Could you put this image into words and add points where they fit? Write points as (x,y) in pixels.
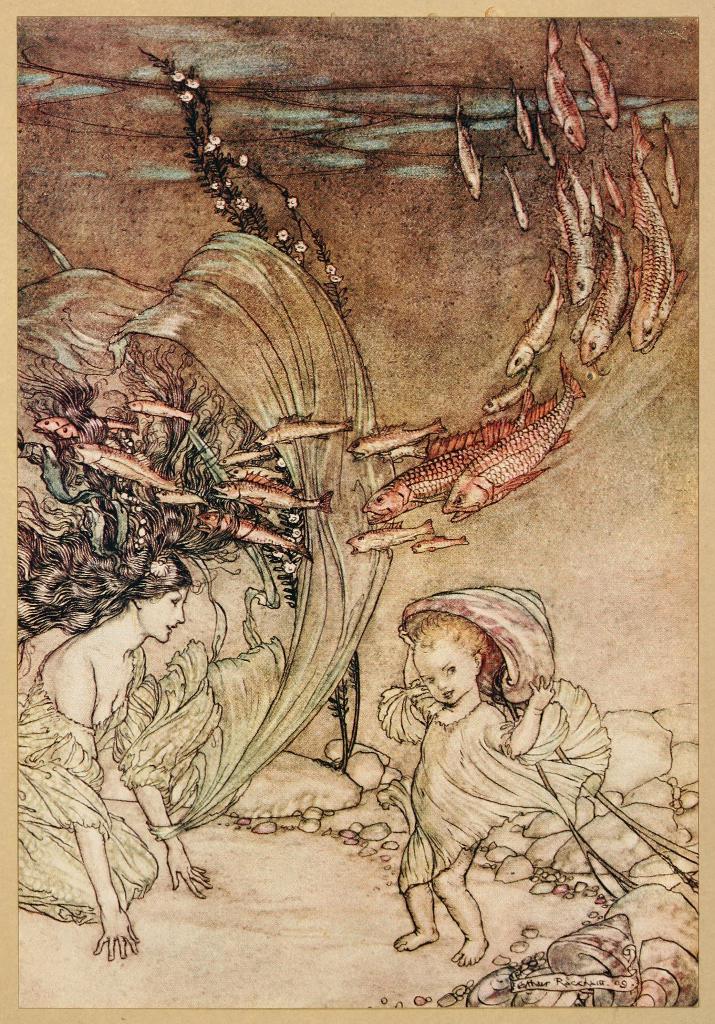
In this picture, it looks like a paper (397,836) and on the paper (175,674) there are drawings (214,739) of two people (110,740), fishes (556,428) and rocks (624,893).
